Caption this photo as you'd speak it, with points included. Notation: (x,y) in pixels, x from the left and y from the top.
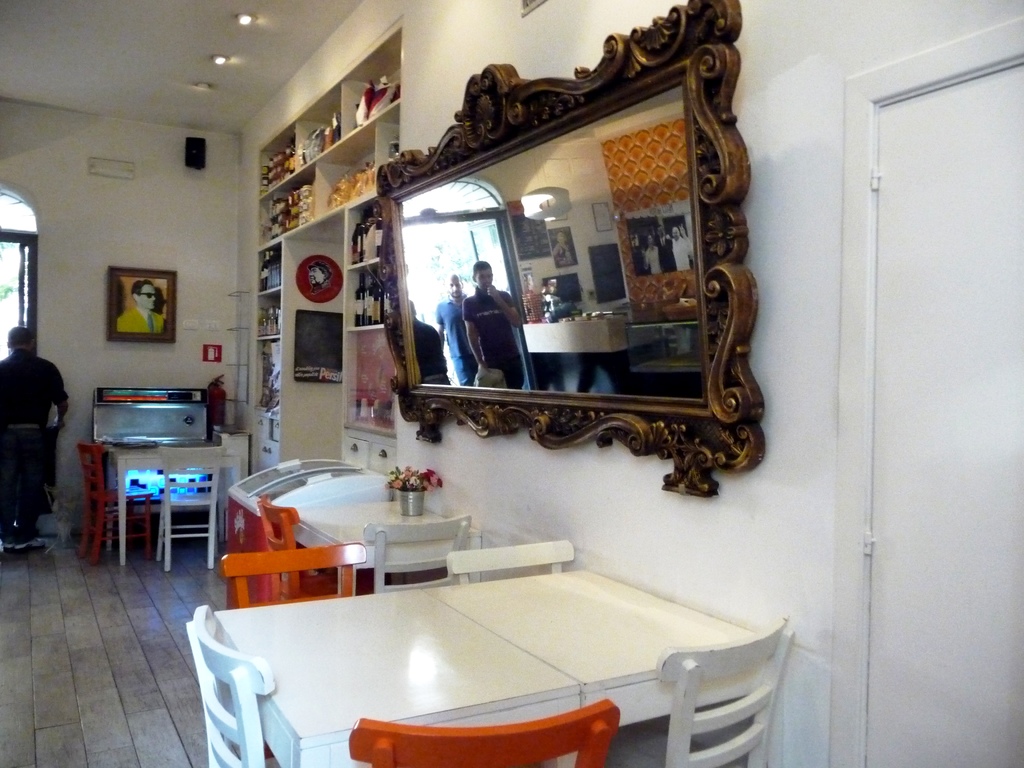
In this picture we can see chairs (458,557) and table (432,700), on the left side (22,412) there is a person (23,457) standing, on the right side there is a mirror (604,272), there is a reflection (472,321) of two persons (496,336) in the mirror (505,305), in the background (205,239) there is a wall (182,278), we can see a photo frame (150,319) on the wall (233,281), on the left side (274,271) we can see shelves (333,166), there are some things (277,200) present on the shelves (289,187), we can see lights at the top of the picture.
